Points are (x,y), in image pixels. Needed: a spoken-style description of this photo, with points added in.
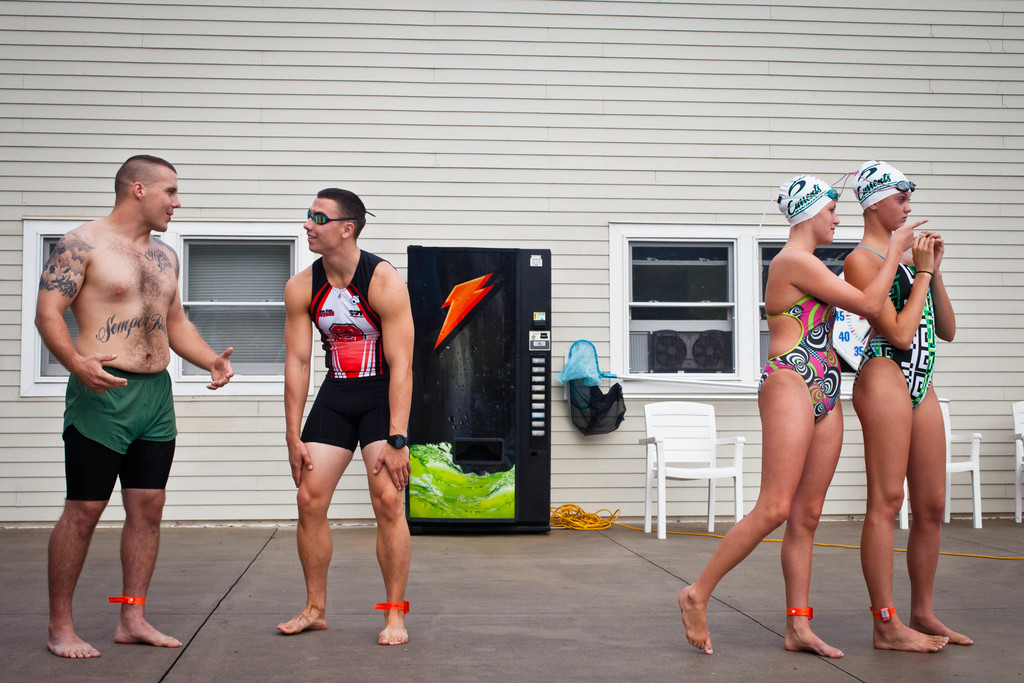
This image is clicked outside. There are 4 persons (383,419) in this image. Two are women (919,497), two are men (115,225). Women (838,399) are on the right side (779,369). Men (304,366) are on the left side (115,424). There is building (558,231) behind them. There are chairs (952,463) on the right side (712,466).
